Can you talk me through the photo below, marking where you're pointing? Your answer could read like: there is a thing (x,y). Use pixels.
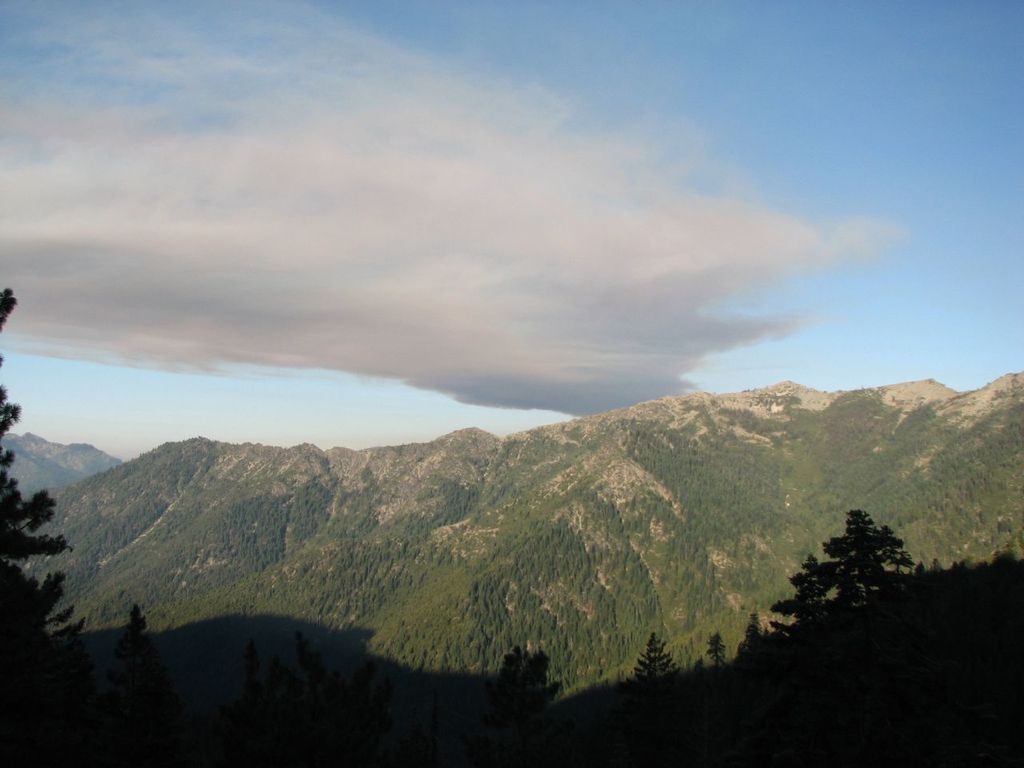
In this image I can see hills (353,468). There are trees (141,697) and in the background (304,311) there is sky (208,230).
